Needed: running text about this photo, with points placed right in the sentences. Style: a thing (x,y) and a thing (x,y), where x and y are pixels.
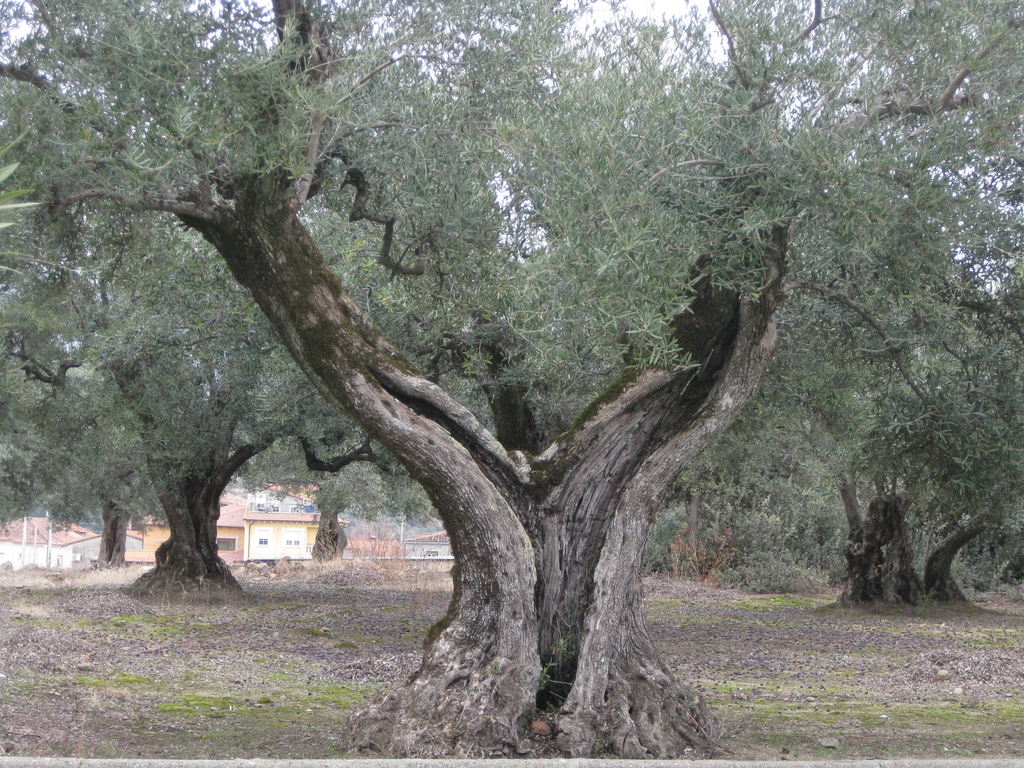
In the center of the image (450,340) we can see trees (339,445), buildings (312,523), poles (404,539) are there. At the bottom of the image (339,649) ground (404,600) is there. At the top of the image (661,28) sky (584,18) is there.
